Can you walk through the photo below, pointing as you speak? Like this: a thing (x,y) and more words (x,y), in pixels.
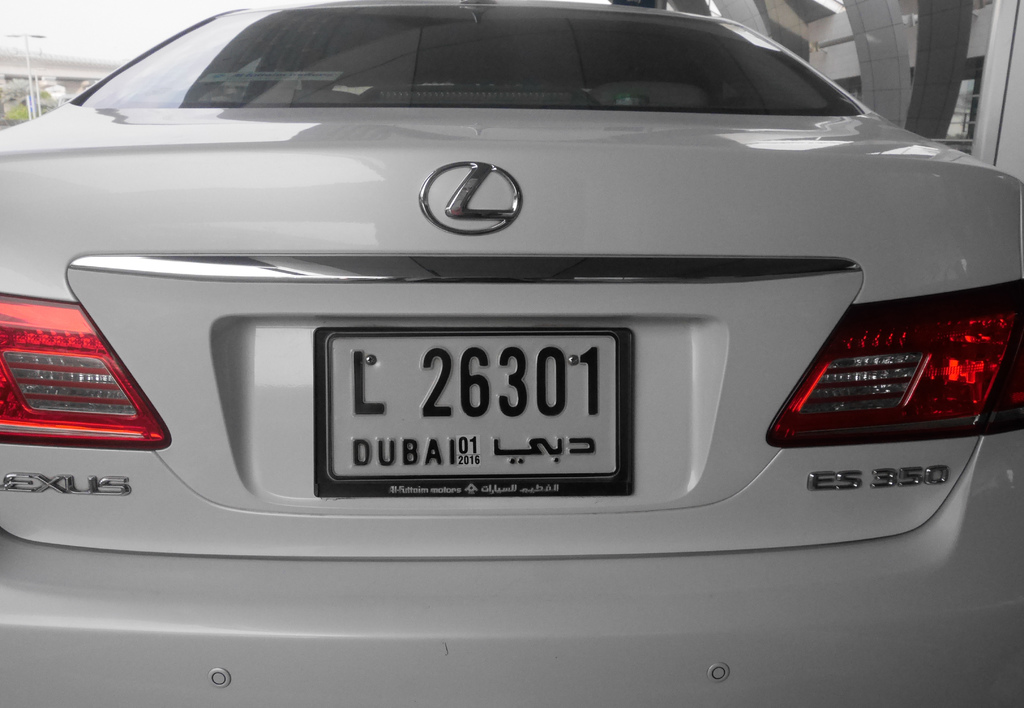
Here there is a car (378,169). In the background (28,38) there are poles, plants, building (957,63), bridge (54,62) and sky (77,40).
